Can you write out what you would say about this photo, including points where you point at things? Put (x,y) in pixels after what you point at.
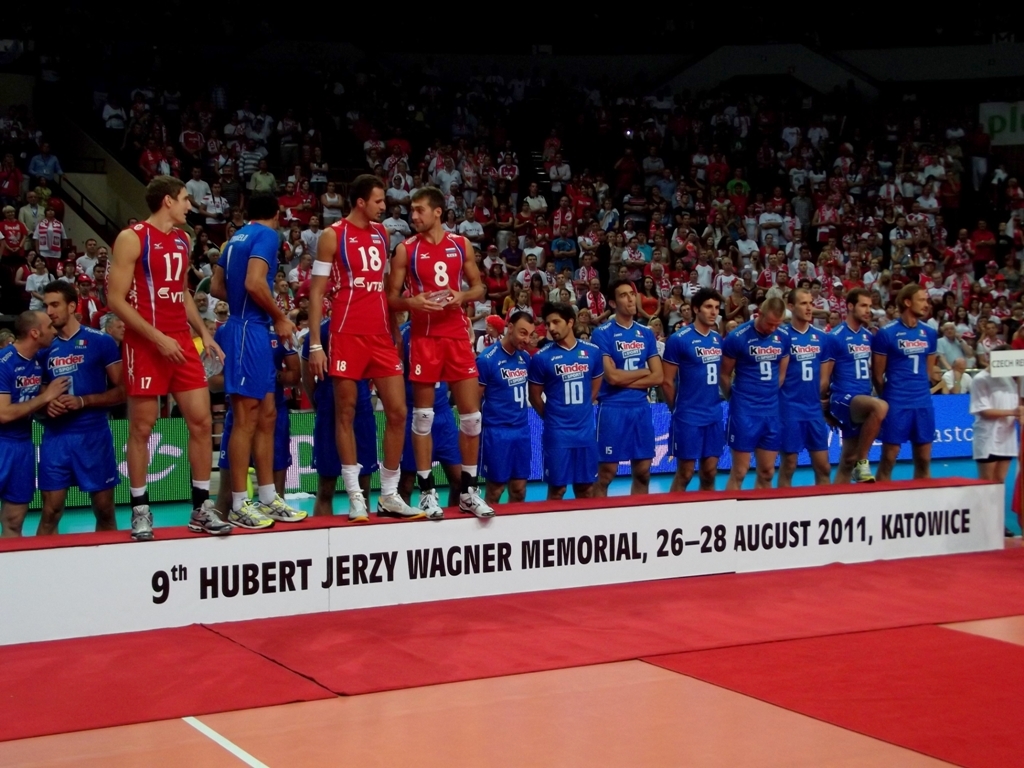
In this image there are many people (506,436) in which some of them are standing on the winners podium (191,609), there is some text (364,581) to the podium (346,588), there is a person (1002,422) holding a placard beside the podium (416,561) and many people (714,175) in the stands (461,189).
